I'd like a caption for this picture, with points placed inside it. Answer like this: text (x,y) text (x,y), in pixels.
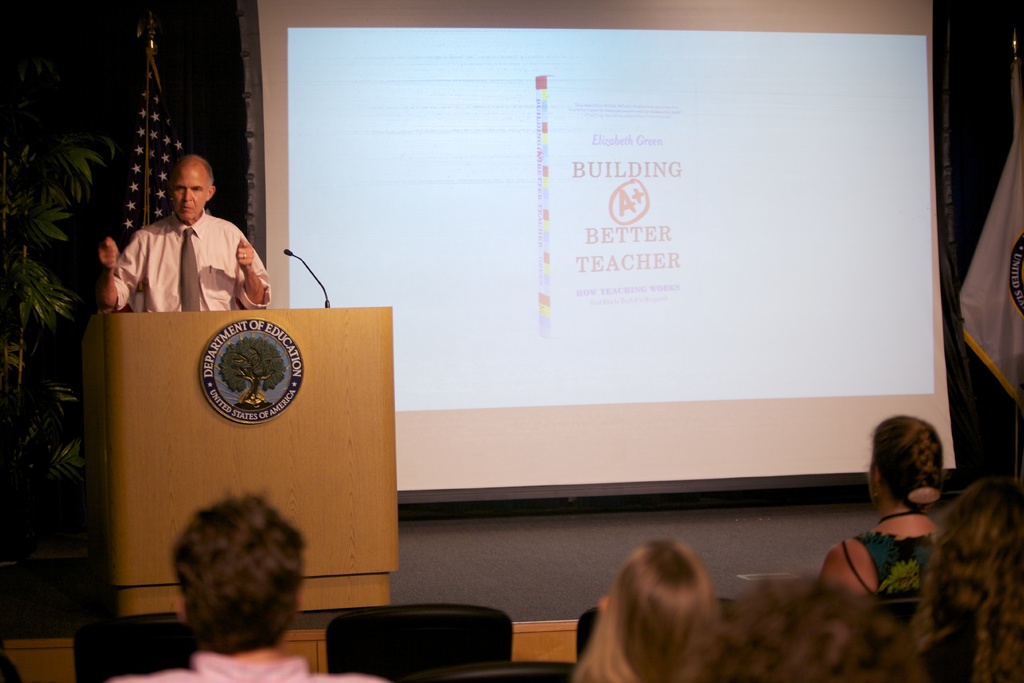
In this picture we can see a person (244,251), mic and a podium (162,326) on the stage (56,598). We can see a flag (157,201) and a plant (69,467) on the left side (23,244). We can see a projector (891,26). There is another flag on the right side (971,340). Few people (985,518) are sitting on the chair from left to right.
